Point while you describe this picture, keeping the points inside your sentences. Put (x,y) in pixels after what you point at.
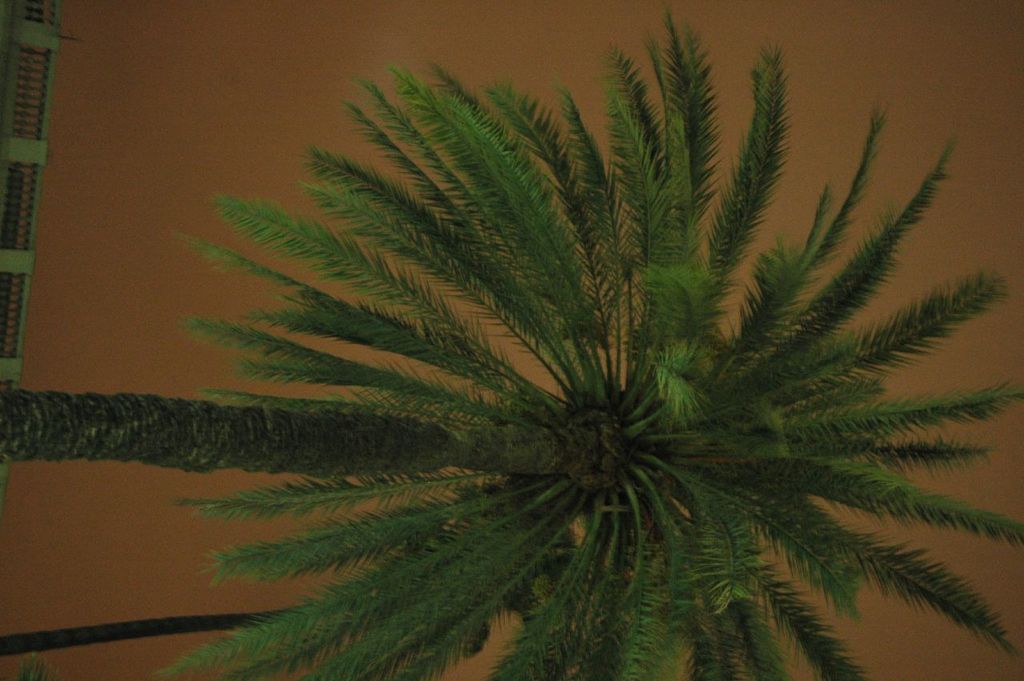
In this image we can see the tree (529,242). In the background (209,120) we can see the sky (174,582).
